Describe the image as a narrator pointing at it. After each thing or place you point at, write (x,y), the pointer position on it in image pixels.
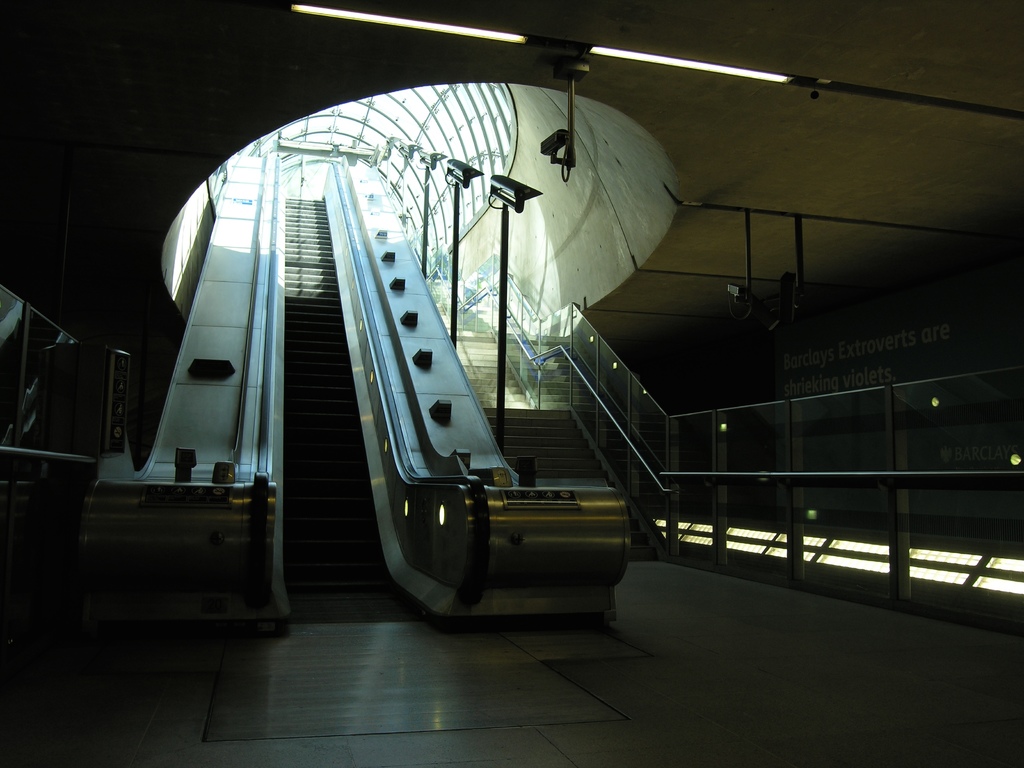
This image is taken indoors. At the bottom of the image (597,664) there is a floor (660,646). At the top of the image (143,111) there is a roof (162,105) with lights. In the middle of the image (501,459) there is an escalator (424,314) and a staircase (564,403) with railings (444,283) and iron bars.
